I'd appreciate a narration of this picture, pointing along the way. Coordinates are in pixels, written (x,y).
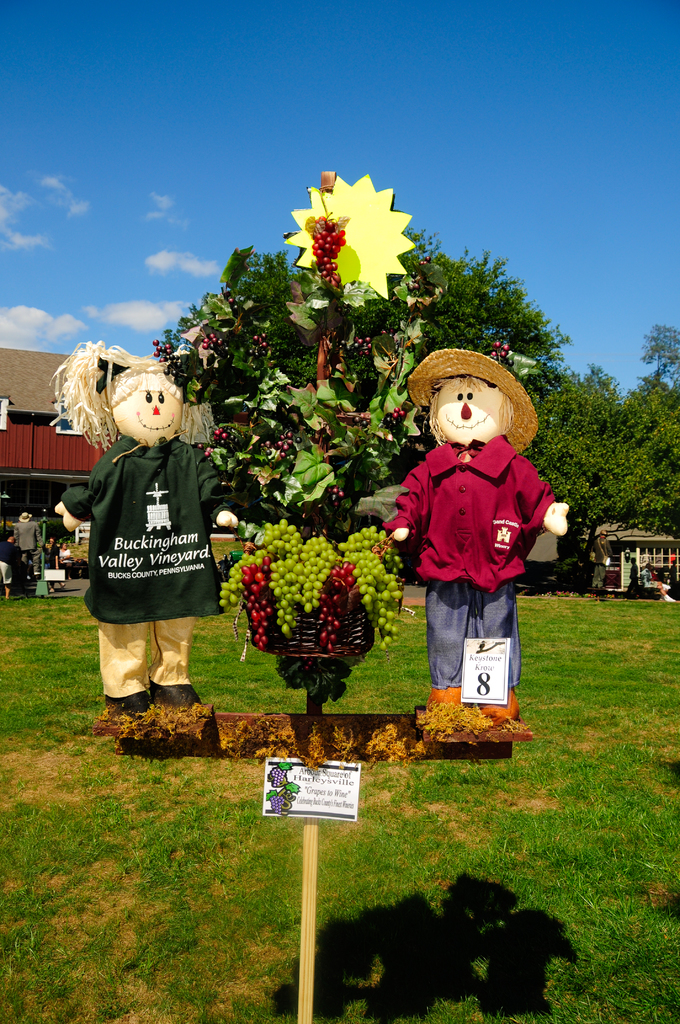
In this picture we can see grapes (323,548), toys (153,575), grass (478,796), buildings (4,414), trees (603,486) and some people (2,559) and in the background (7,146) we can see the sky (209,180) with clouds (77,326).
